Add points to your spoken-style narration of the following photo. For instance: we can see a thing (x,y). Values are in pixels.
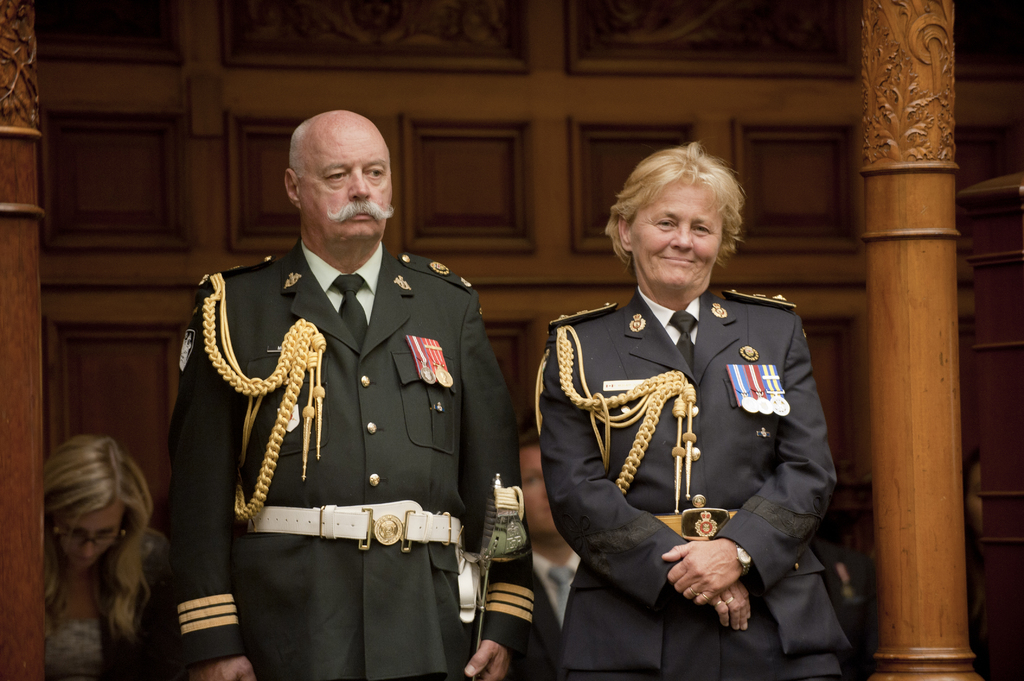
In this image I can see people (260,600) where few are standing and few are sitting. I can also see few are wearing uniforms (549,440) and here I can see smile (691,259) on her face (663,262).
